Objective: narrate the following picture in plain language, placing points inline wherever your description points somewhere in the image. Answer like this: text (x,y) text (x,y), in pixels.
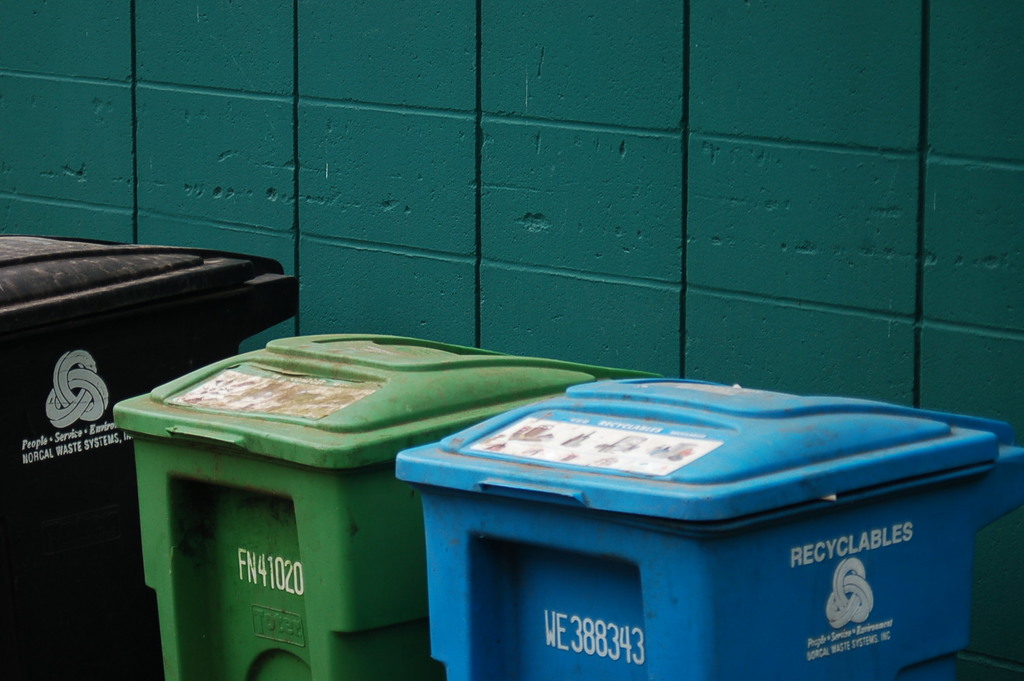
In the image I can see three bins (253,409) on which there is something written and behind there is a green wall (406,317).
